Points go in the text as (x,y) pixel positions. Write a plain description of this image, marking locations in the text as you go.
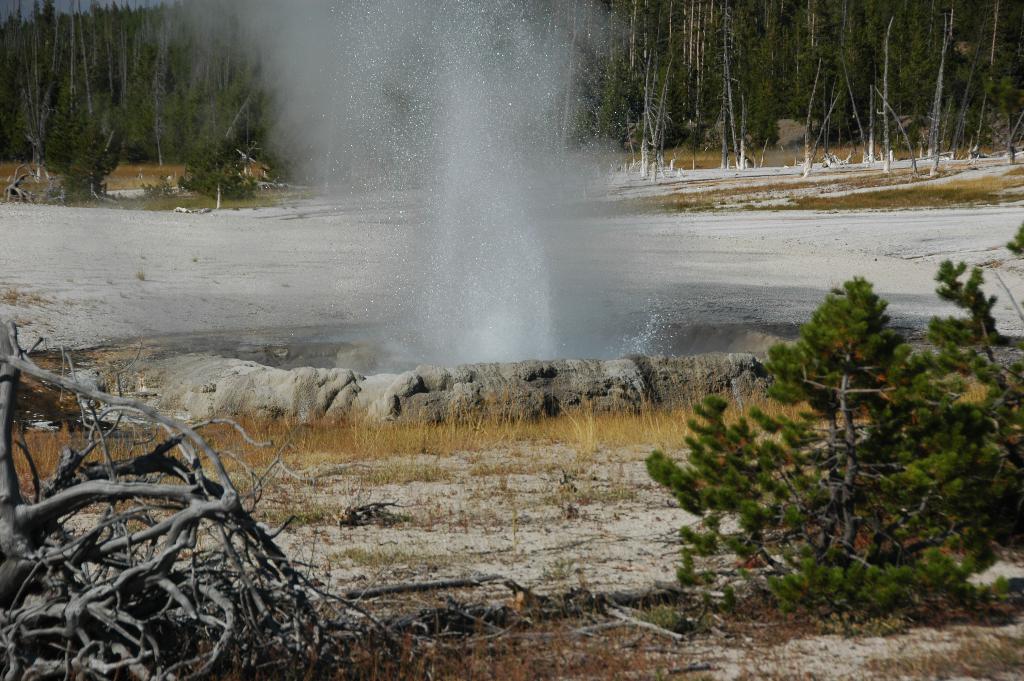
In this picture I can see a hot spring (685,329), there is water (372,92), and in the background (740,7) there are trees (740,7).
